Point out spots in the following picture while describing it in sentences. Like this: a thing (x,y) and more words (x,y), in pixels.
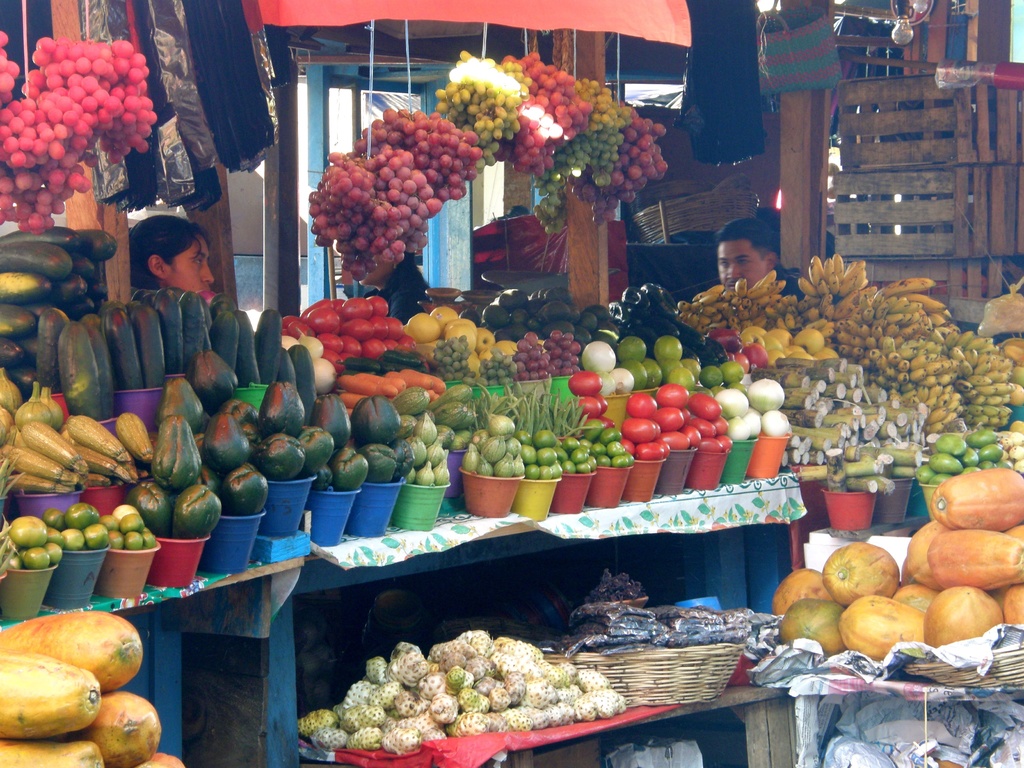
In this image, we can see cucumbers (273,370), bananas (839,345), oranges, grapes (520,345) and there are many fruits (582,401) and at the bottom (483,724), we can see custard apples (575,681) and dates (689,622) in the basket (674,684). On the right (941,630), we can see papayas (950,612) and at the bottom (779,743), we can see a table (760,733). At the top (87,84), there are grapes (435,134) hanging and we can see some people (749,225).
